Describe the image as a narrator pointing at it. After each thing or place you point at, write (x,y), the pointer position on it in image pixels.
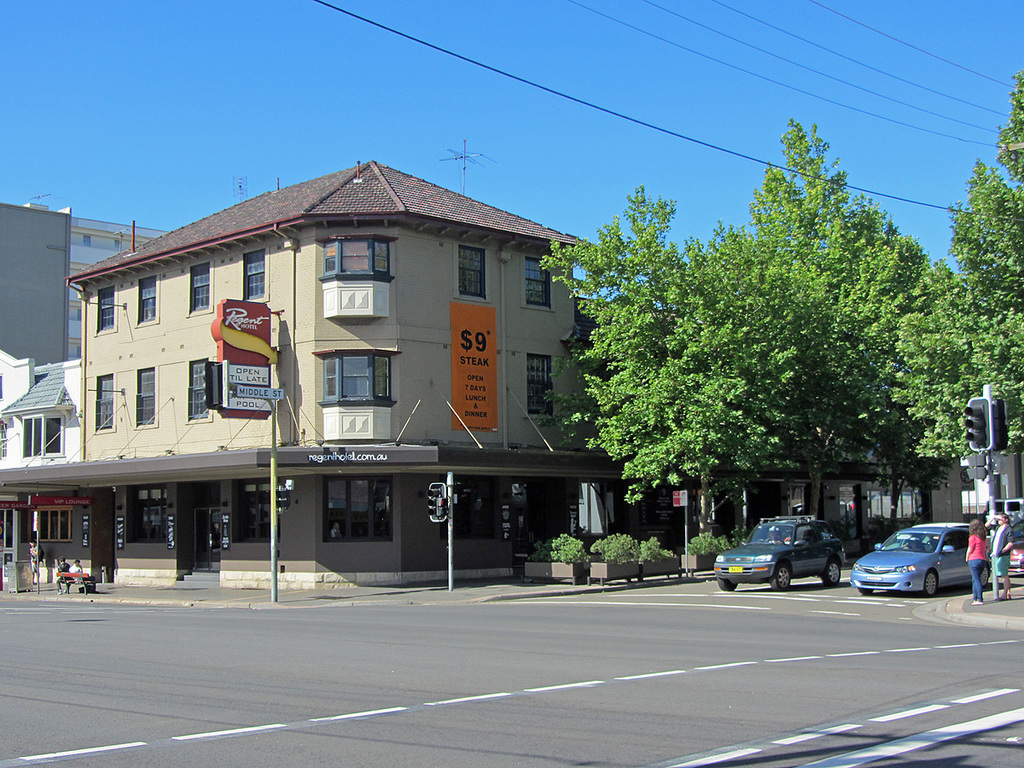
In this image we can buildings (444,365), board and a banner (467,376) attached to the building (517,373), there are cars (796,565) on the road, a traffic light (979,411), two people (981,602) standing on the pavement (969,611) and there are trees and plants (607,549) in front of the building (381,174), wires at the top (797,36) and the sky (423,170) in the background (245,73).
